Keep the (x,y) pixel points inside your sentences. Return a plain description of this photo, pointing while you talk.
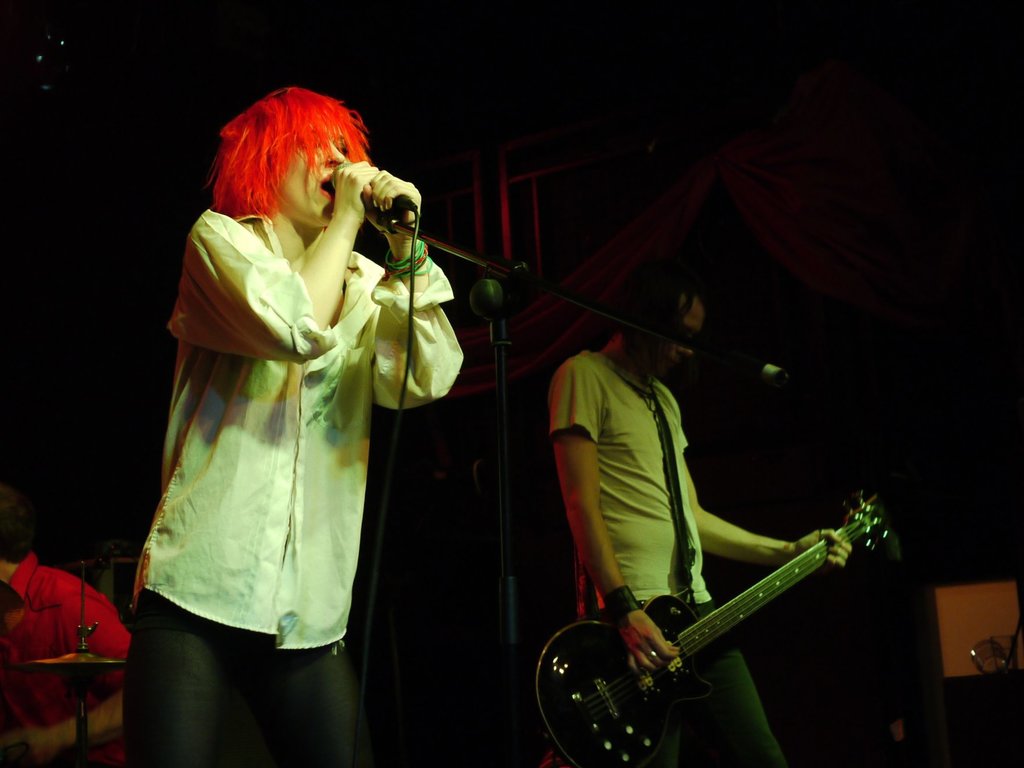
In this image person (239,646) wearing white shirt (271,418) singing song by holding the mike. Beside him there is other person (643,537) playing guitar (796,568).
